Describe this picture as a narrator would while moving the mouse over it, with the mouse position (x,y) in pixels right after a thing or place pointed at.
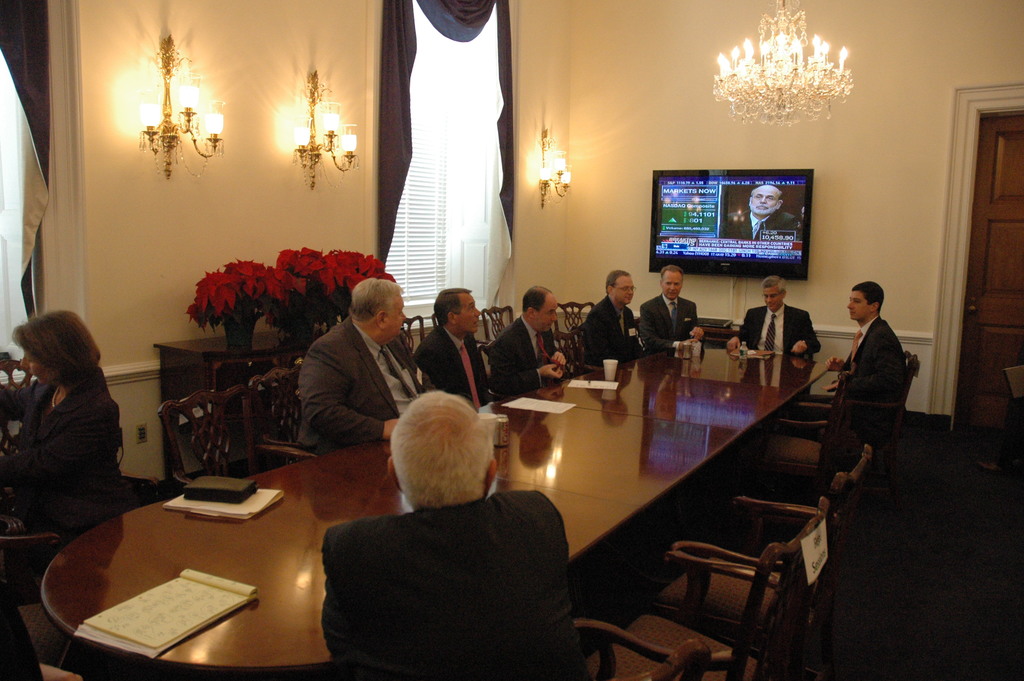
We can see lights (556,161), television (687,198) over a wall (91,136). These are windows (478,184) and curtains (7,44). Here we can see persons (686,333) sitting on chairs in front of a table (620,514) and on the table (653,479) we can see glasses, papers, book (208,621). We can see flower pots (304,294) on a table (248,372). This is a floor (914,478). This is a door (982,283).
